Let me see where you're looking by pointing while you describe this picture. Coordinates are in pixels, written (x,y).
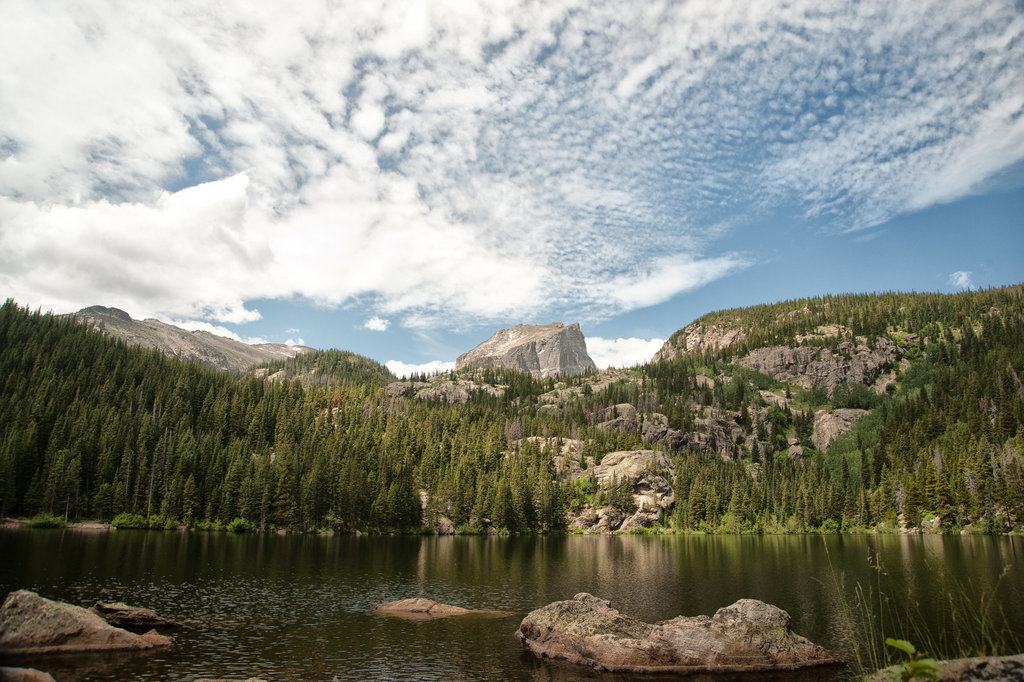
In this picture I can see there is a lake (220,587), there are plants (151,492), rocks (590,627) in the lake (398,627) and in the backdrop (884,387) there are mountains (769,361) and the sky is cloudy.
